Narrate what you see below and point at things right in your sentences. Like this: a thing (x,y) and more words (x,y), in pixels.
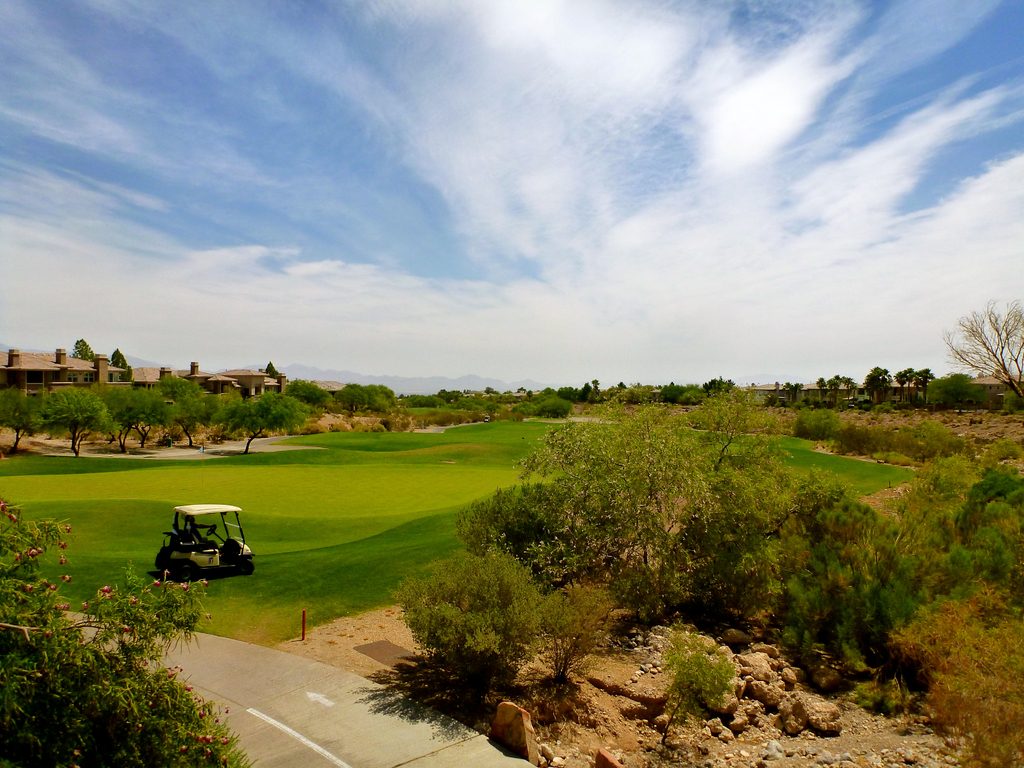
In this picture there is a vehicle (189,549) on a greenery ground (350,523) and there are trees (287,413) around it and there are few buildings (139,385) in the background (893,395).
